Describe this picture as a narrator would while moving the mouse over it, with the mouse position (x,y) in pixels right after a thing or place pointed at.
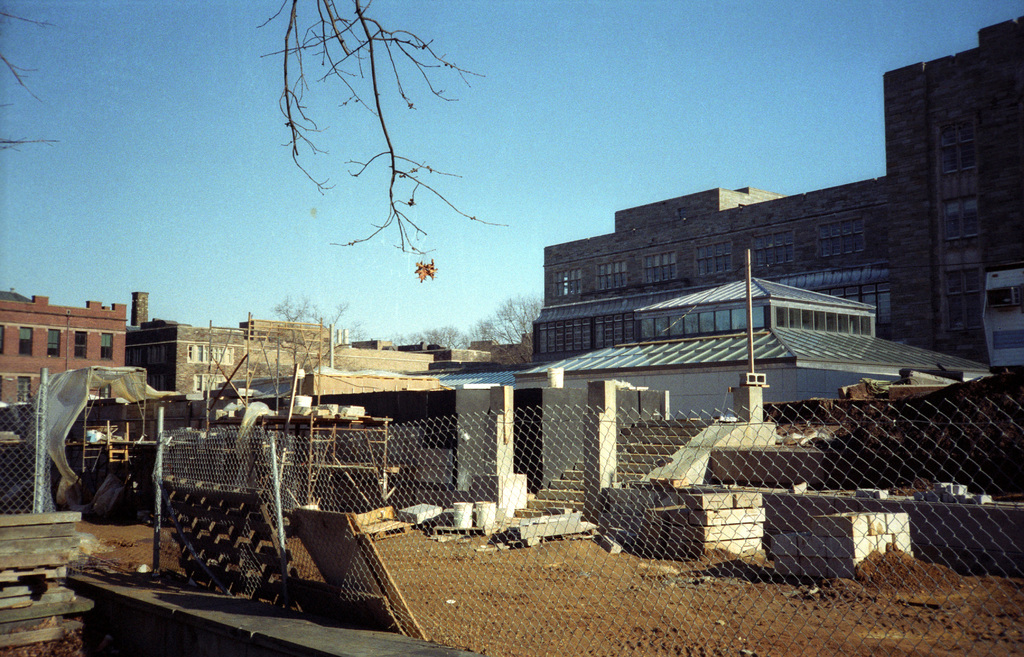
In the picture we can see a fencing wall (966,454) with poles (44,481) and behind it, we can see some house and some things (653,537) placed on the mud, in the background (863,219), we can see some buildings (586,285) with windows (559,293) and besides we can see some tree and buildings (122,308) and behind it we can see a sky (239,324).
